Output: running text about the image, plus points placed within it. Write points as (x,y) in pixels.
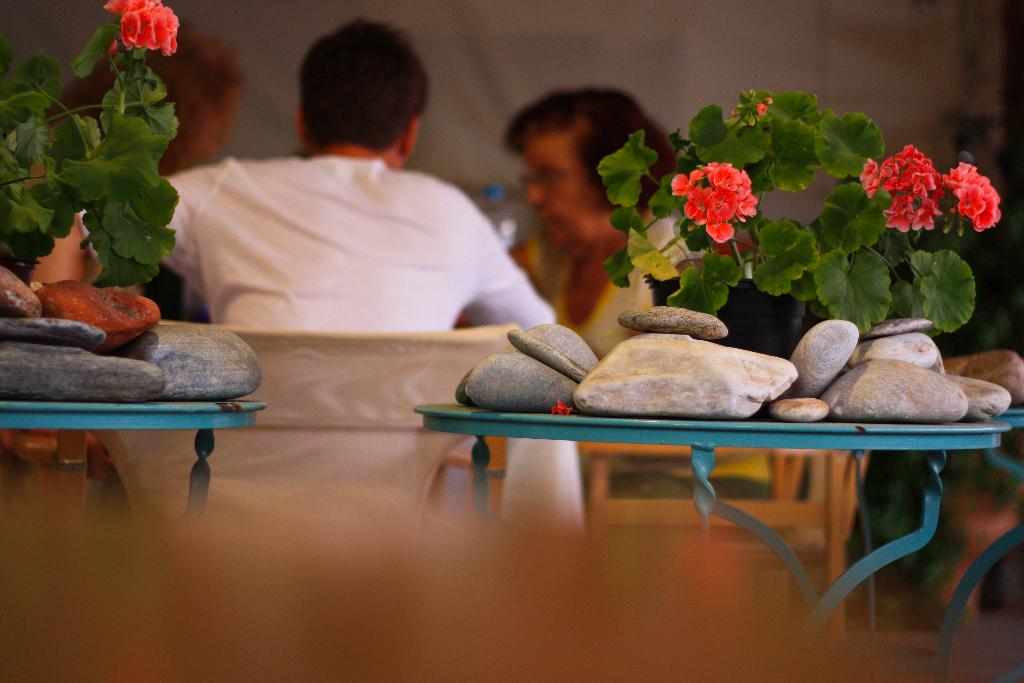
This picture shows a couple of flower plants (743,266) on the tables (617,434) and we see stones (547,349) and a man (498,291) and a woman (568,294) seated on the chairs (817,482) and we see water bottle (503,198) on the table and women (563,177) wore spectacles (534,176) on her face (573,192).
